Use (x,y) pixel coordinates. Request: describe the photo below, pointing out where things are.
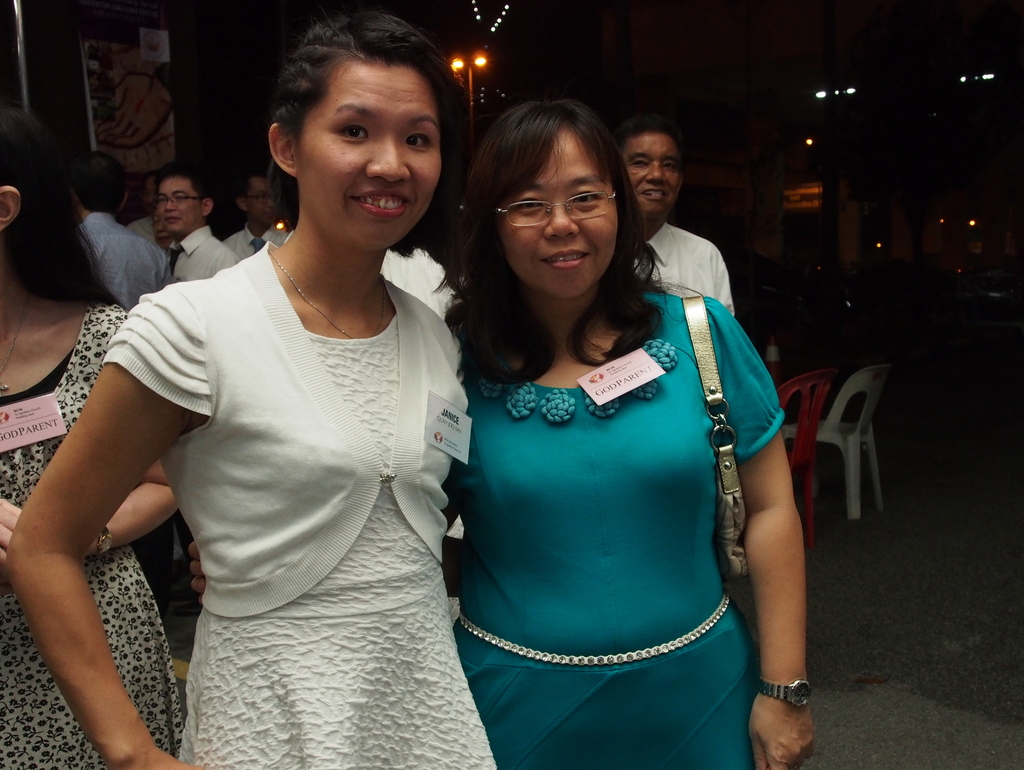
As we can see in the image there are group of people (459,302), wall (232,93), lights (484,64) and chairs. the woman (382,379) standing on the left side (322,515) is wearing white color dress (349,360) and the woman (549,494) in the middle (543,454) is wearing sky blue color dress (644,531). The background (868,118) is dark.
